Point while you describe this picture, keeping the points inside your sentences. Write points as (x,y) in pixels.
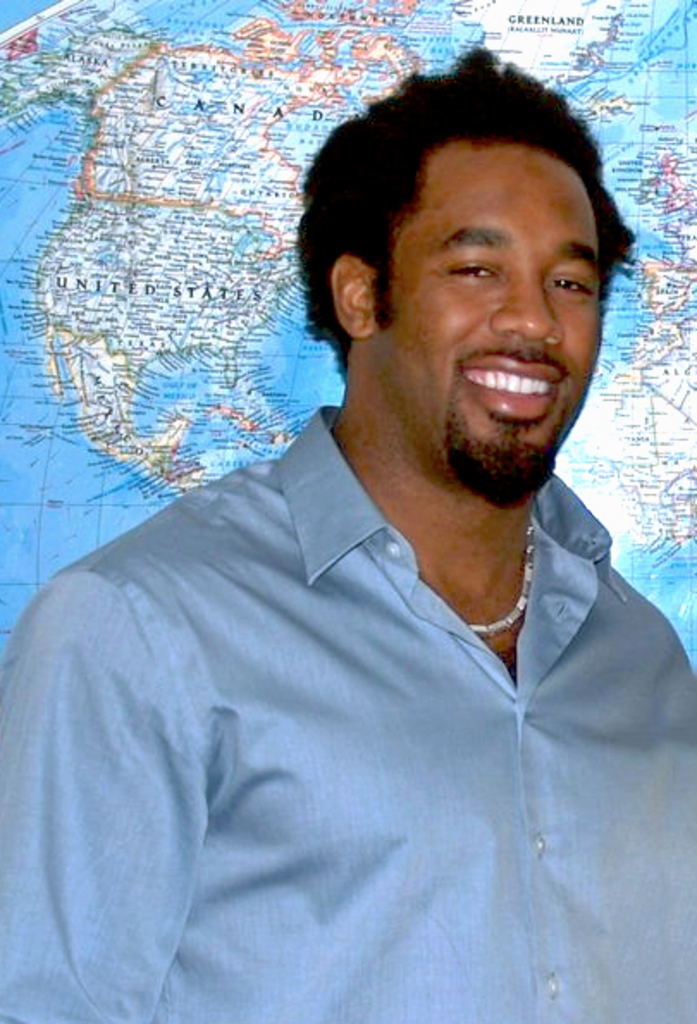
In the center of the image (381,361), we can see a man (434,652) wearing a chain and smiling. In the background (228,52), there is a map (445,1).
